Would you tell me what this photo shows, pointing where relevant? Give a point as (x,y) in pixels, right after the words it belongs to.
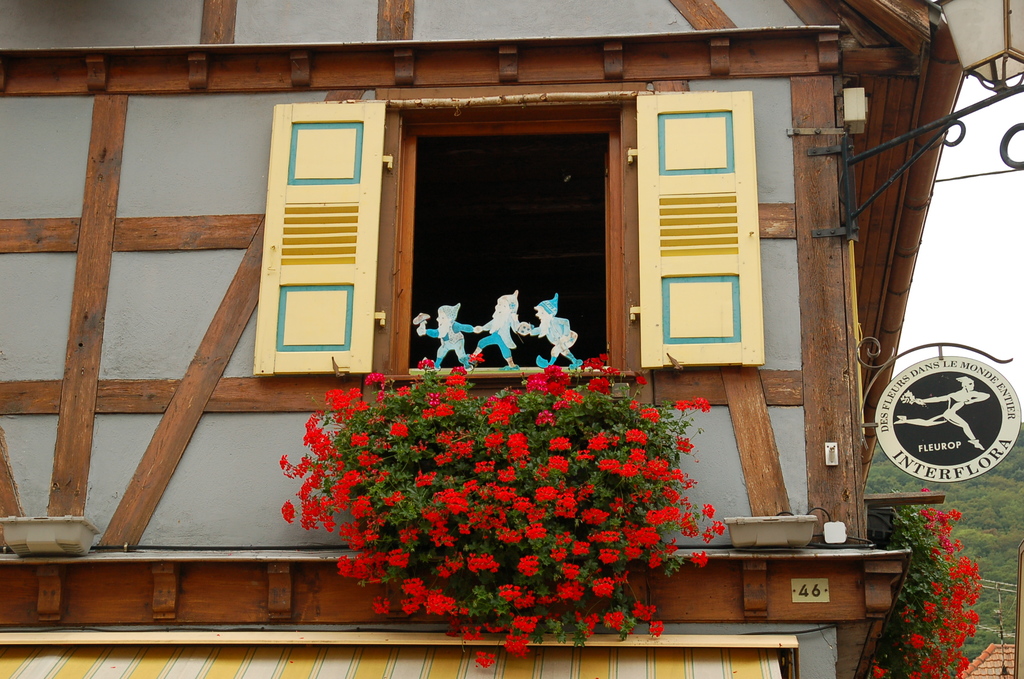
In this picture we can see a few red flowers (520,617) on a wooden house (853,524). There are crafts (554,314) on the shelf (505,376). We can see a window (395,338). There is a board (903,450) and a lantern (997,66) on the right side (1011,11). We can see a few objects (798,544) on a wooden surface (768,556) at the bottom (69,542). There are a few trees (972,544) and a house (992,669) in the background (978,661).
